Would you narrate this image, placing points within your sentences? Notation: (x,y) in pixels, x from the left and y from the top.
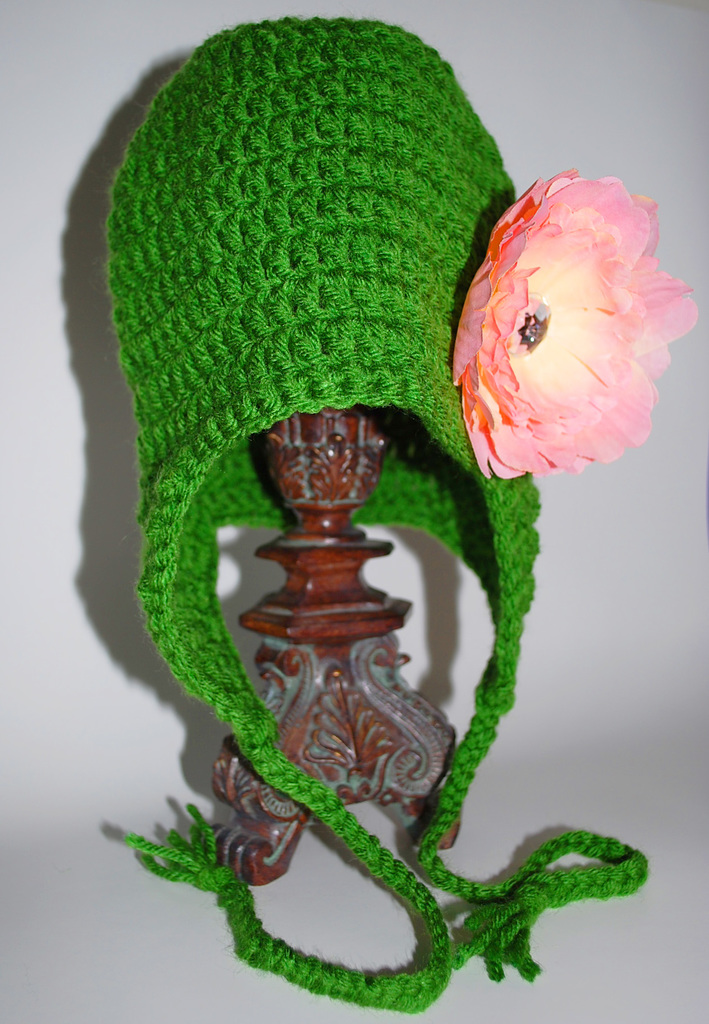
In this image we can see a woolen cap (173,435) with a flower (530,323) on a stand (339,611) which is placed on the surface (384,889).
